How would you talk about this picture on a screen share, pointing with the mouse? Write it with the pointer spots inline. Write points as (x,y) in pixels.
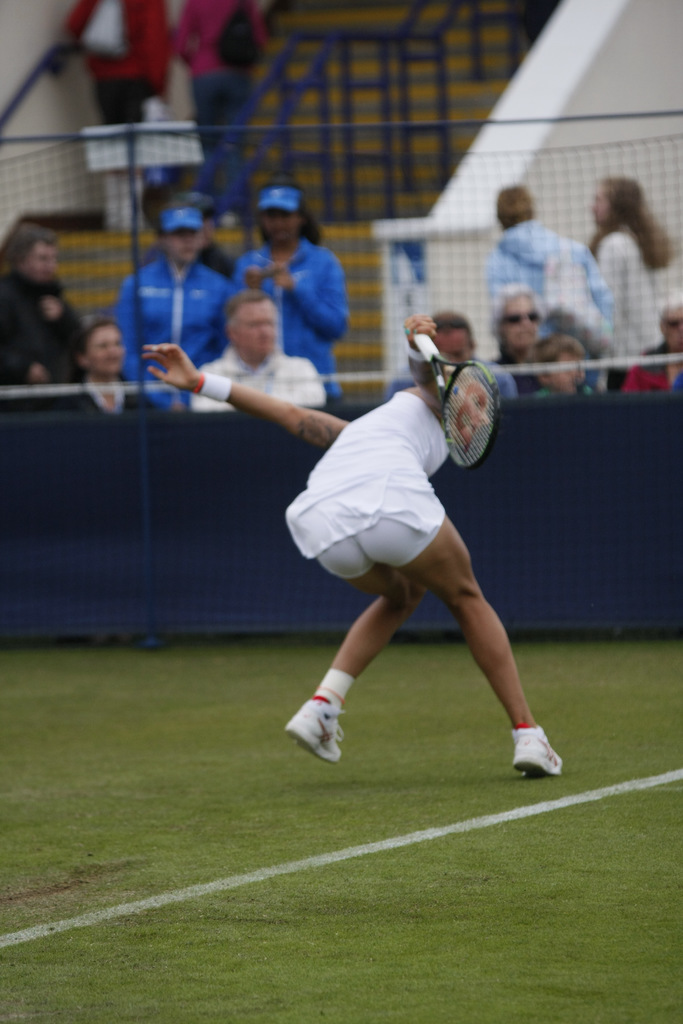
Here is player (398,413) on the field (389,810) who wore a white color dress (364,462) and white color shoes (290,723) and there is a net (357,194) and behind it there are people (145,284) standing and sitting.
